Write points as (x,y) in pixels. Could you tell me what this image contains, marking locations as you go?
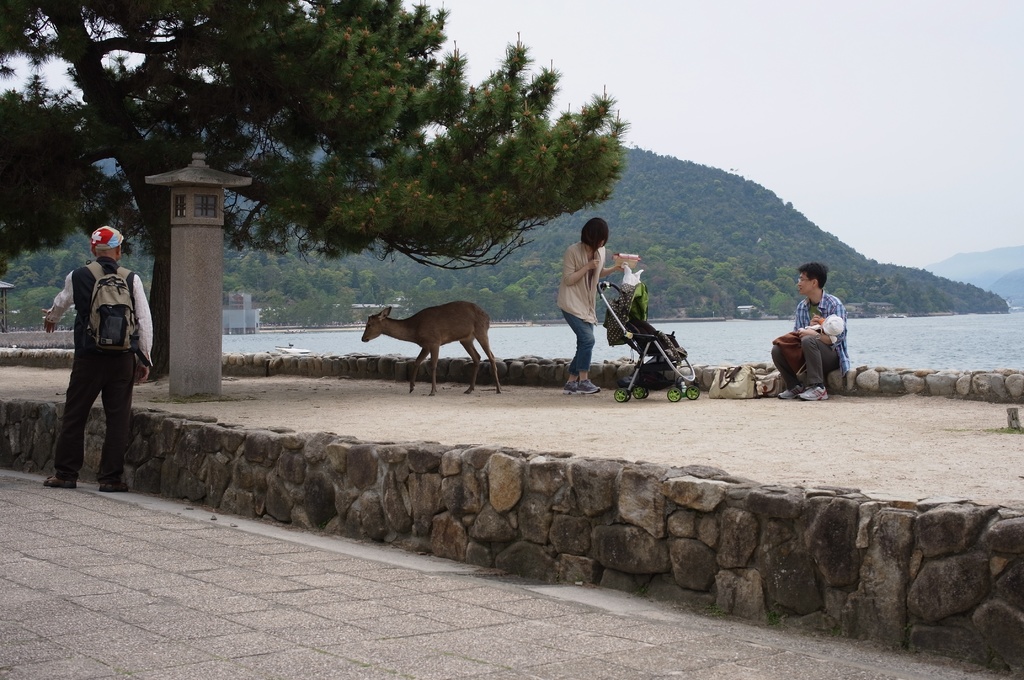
At the bottom of the image (112,490) on the floor (79,488) there is a man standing and he wore a bag (101,307) and cap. Beside him there is a footpath (989,427). On the footpath (989,427) there is an animal (472,316), lady (588,260), stroller (621,298), pillars (198,197) and a man (800,321) sitting and holding a baby (824,330) in the hands (809,336). Behind him there is water (254,340). In the top left corner of the image (190,59) there is a tree (409,186). In the background (735,241) there are hills (684,250) with trees (638,243) and also there is sky (723,91).
